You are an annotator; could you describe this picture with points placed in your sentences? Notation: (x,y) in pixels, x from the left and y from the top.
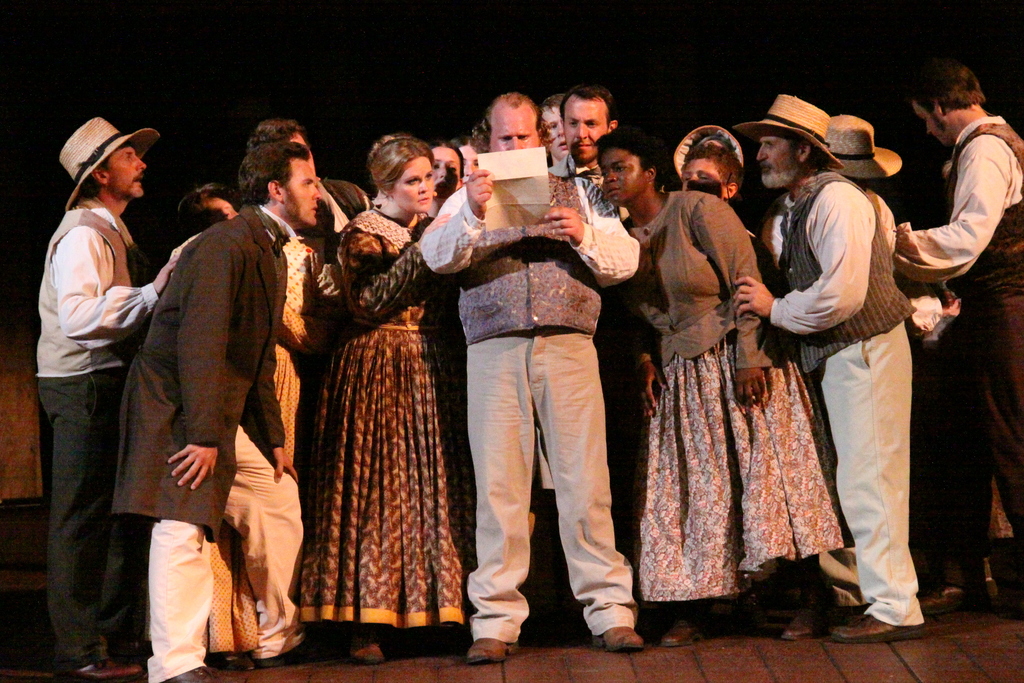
People (374,248) are standing. A person (516,132) at the center (515,231) is holding a paper (531,188) in his hand (475,204). Few people (865,134) are wearing hats (862,152).
